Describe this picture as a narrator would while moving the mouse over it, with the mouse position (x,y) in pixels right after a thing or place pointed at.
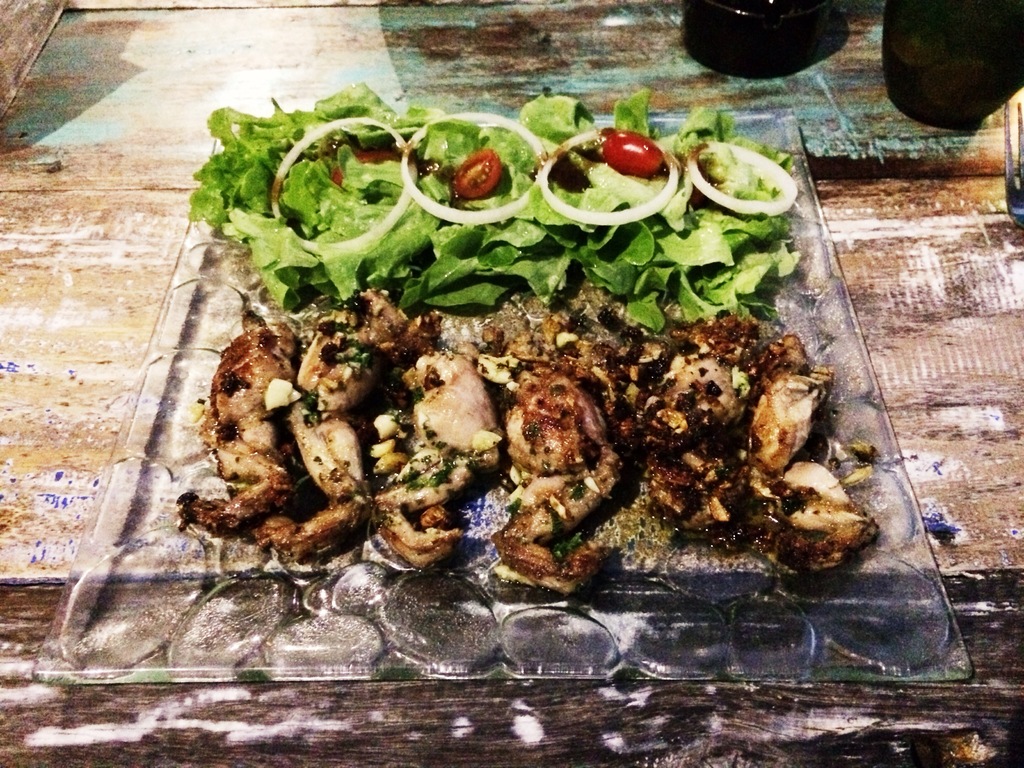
In this picture I can see some food (432,439) in the plate (630,497).
